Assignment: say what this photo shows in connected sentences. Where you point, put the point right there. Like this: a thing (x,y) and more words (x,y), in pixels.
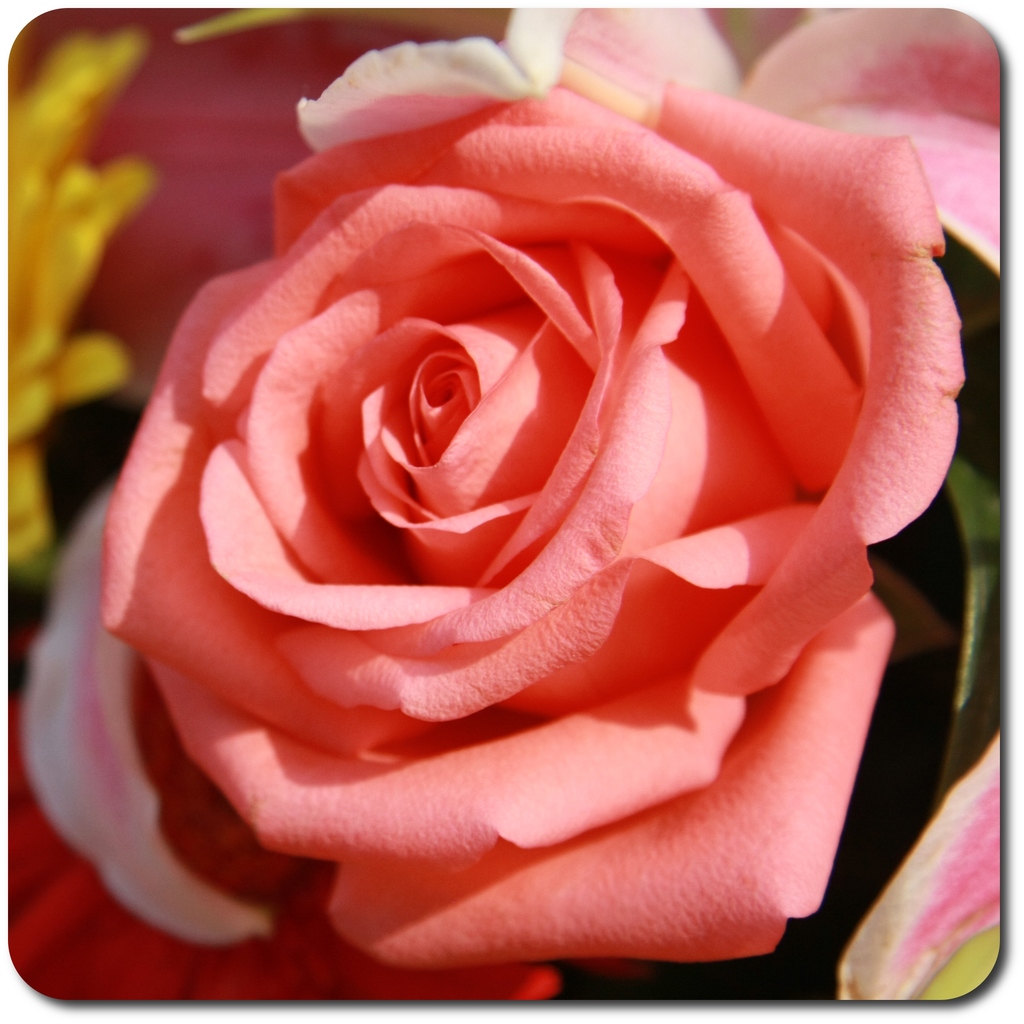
This is a photo and here we can see flowers (356,716).
